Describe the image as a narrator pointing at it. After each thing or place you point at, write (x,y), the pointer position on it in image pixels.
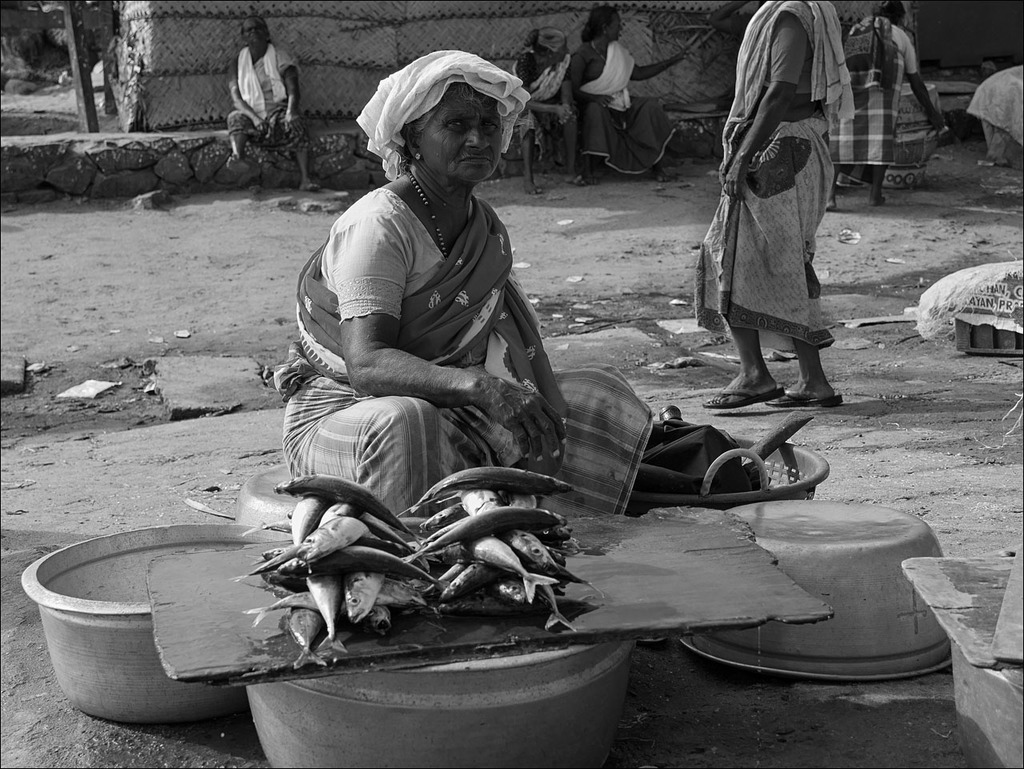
In this image we can see a woman (547,497) is sitting. Here we can see baskets (506,712), wooden plank (597,562), fishes (544,579), and objects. In the background (416,27) we can see people (648,171) and a hut (674,73) which is truncated.
